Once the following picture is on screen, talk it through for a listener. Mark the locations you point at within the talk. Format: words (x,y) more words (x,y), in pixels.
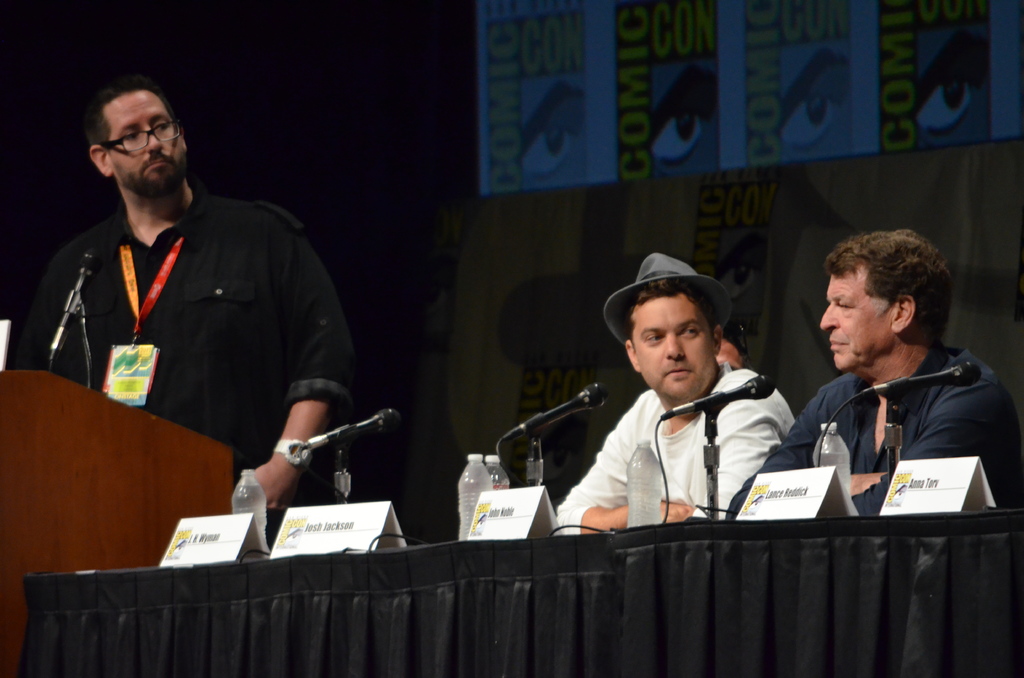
In the picture we can see two men (874,465) are sitting near the desk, on the desk (134,584), we can see some water bottles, name boards (950,495), and microphones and beside it, we can see a desk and a man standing near it and in the background (390,12) we can see the wall (583,235) with a part of the poster (624,35).
